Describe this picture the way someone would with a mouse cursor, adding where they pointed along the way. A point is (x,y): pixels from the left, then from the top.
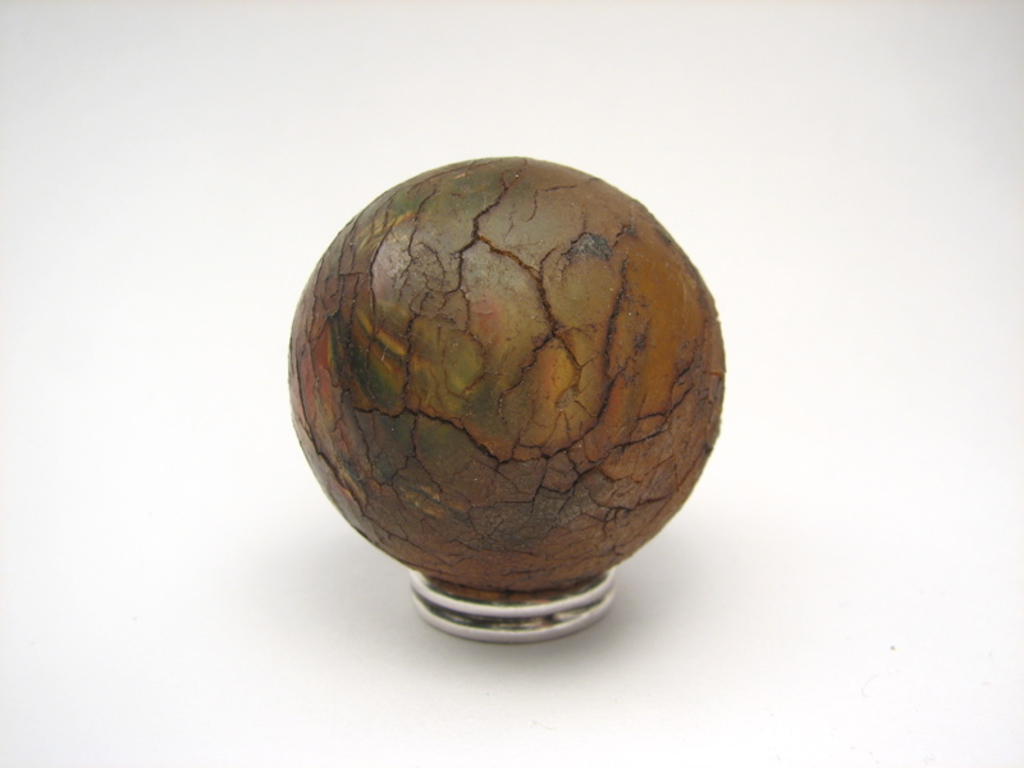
In this image I can see a stand (509,633) and on the stand (522,614) I can see a brown and green colored object (569,460) which is circular in shape and I can see the white colored background (908,195).
